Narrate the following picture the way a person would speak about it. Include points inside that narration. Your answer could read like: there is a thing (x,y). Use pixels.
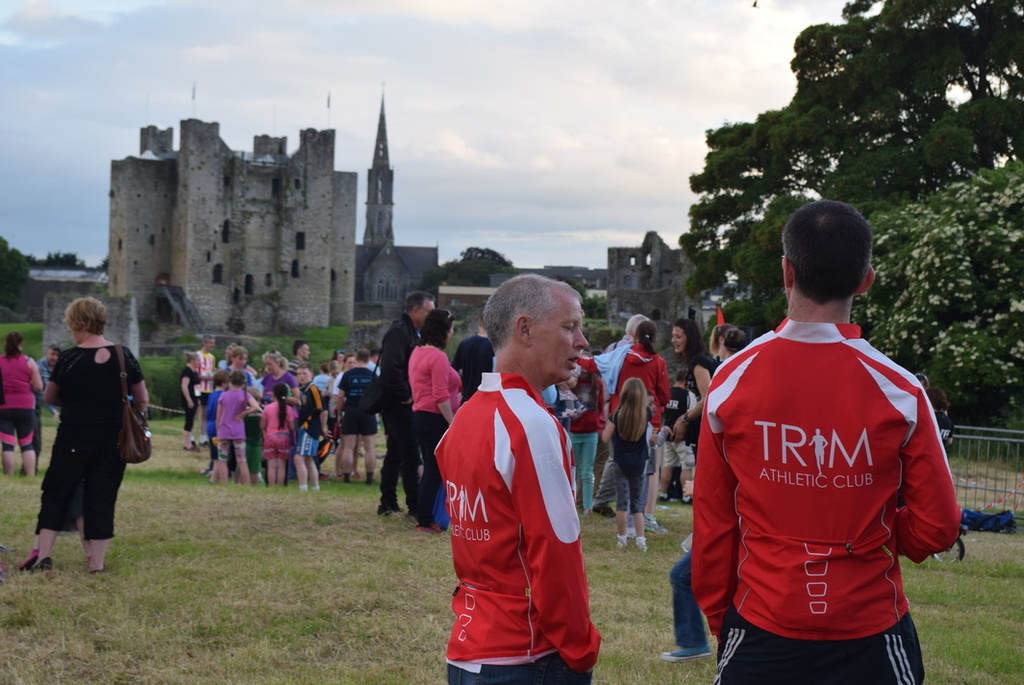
This is an outside view. On the right side (804,476) there are two men (544,480) wearing red color t-shirts (549,492) and standing. On the background (68,425) I can see a crowd of people (225,426) standing on the ground (274,527) and also there are few buildings (201,225) and trees (881,192). At the top of the image (582,97) I can see the sky (580,55).
